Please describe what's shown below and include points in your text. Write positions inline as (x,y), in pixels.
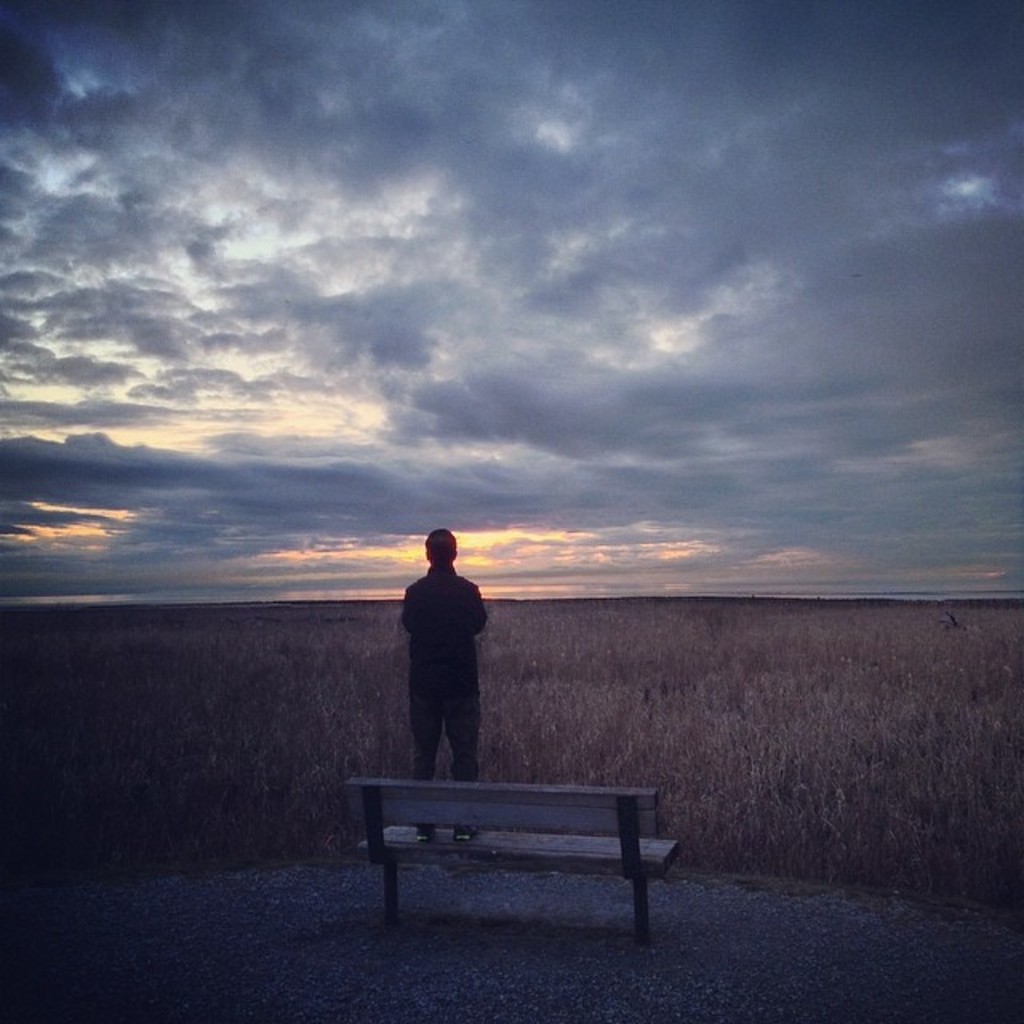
In this picture we can see a person (442,649) is standing on a bench (493,812), in the background (779,715) there are some plants (682,668), we can see the sky (634,328) and clouds (579,253) at the top of the picture (503,210).
